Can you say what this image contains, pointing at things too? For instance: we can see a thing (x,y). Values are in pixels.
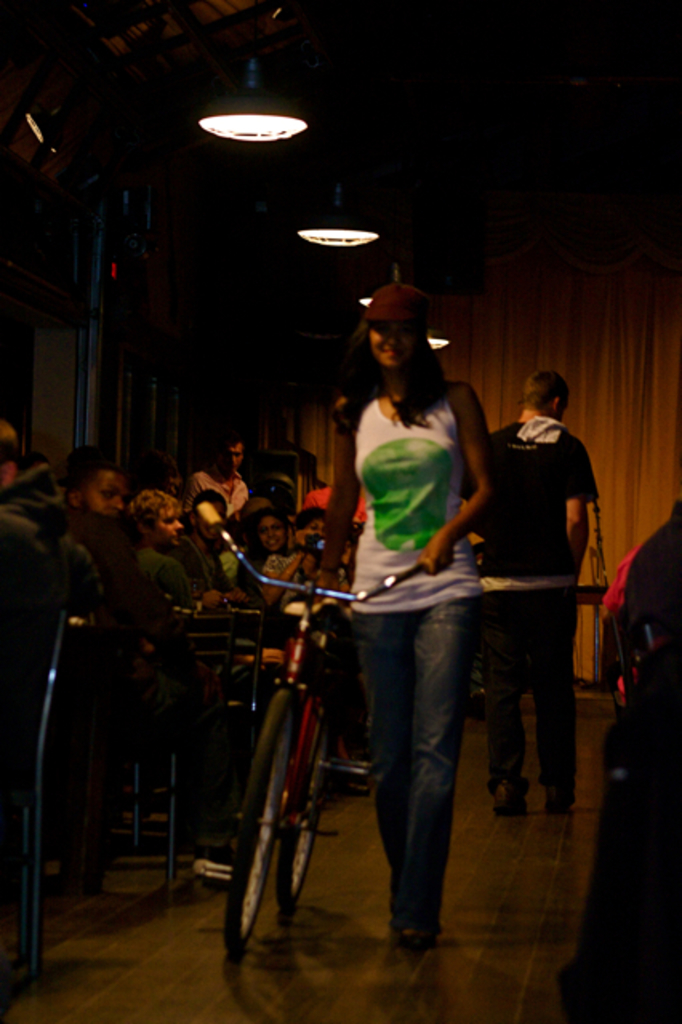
This picture seems to be clicked inside. In the center (399,520) there is a woman (387,398) wearing white color t-shirt (448,419), holding a bicycle (289,642) and seems to be walking on the ground (528,896). On the left (199,593) we can see the group of persons (9,611) and we can see the chairs (50,673). In the background (588,222) we can see the curtains (601,288) and lights (265,119) and some metal rods (92,270).
